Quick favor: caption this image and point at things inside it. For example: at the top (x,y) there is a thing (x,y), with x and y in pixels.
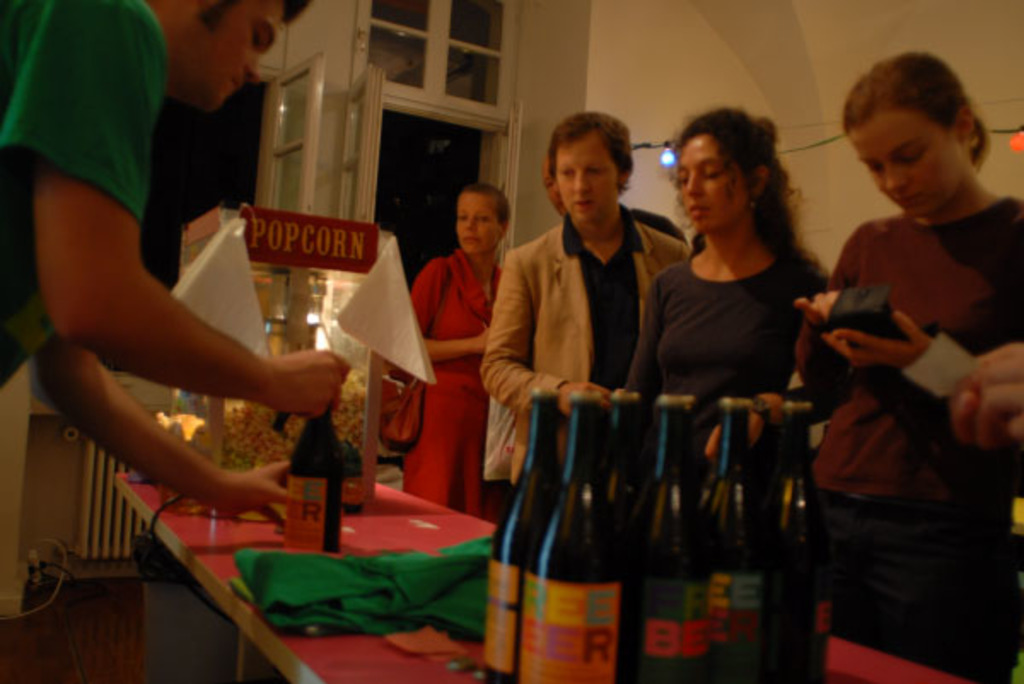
In this image there are few persons (721,301) standing there are few bottles (793,497) in front of the persons (815,462) on the table (462,650), at the side there is a popcorn machine (345,421), at the back ground (626,37) there is a window (280,120) and a wall (520,51).
